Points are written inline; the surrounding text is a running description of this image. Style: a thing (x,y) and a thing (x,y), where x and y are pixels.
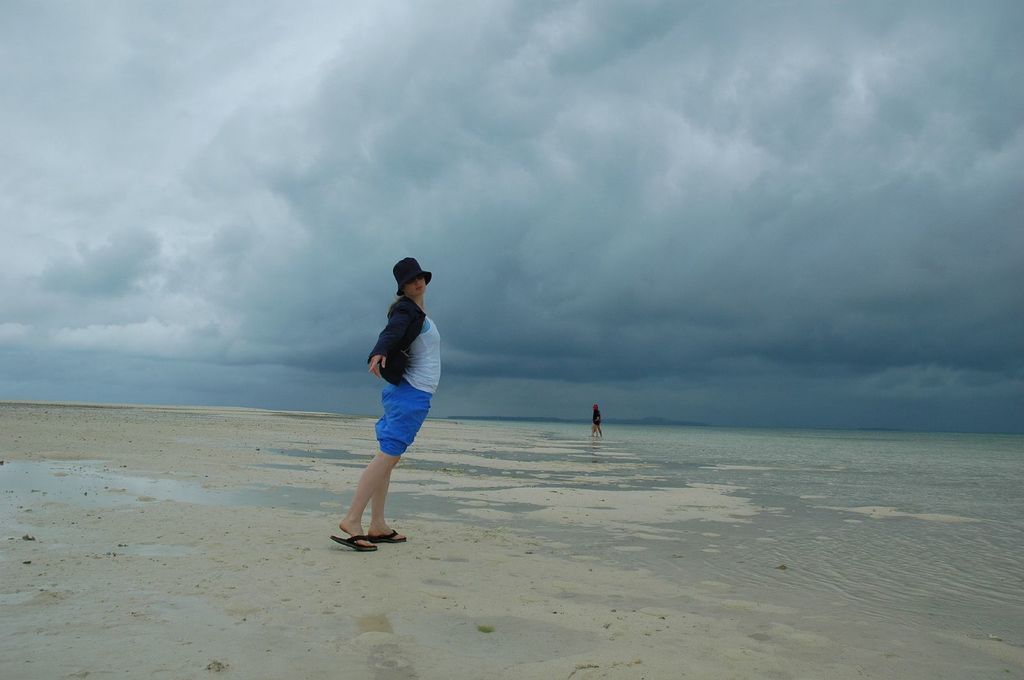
In this image at the top (622,133) there is the sky (535,140), in the foreground (377,483) a person (396,276) wearing a black color cap (420,268) standing on the sandy beach (142,452), in the middle (533,431) there may be the sea (627,428), there is one person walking in front of the sea (500,422).
